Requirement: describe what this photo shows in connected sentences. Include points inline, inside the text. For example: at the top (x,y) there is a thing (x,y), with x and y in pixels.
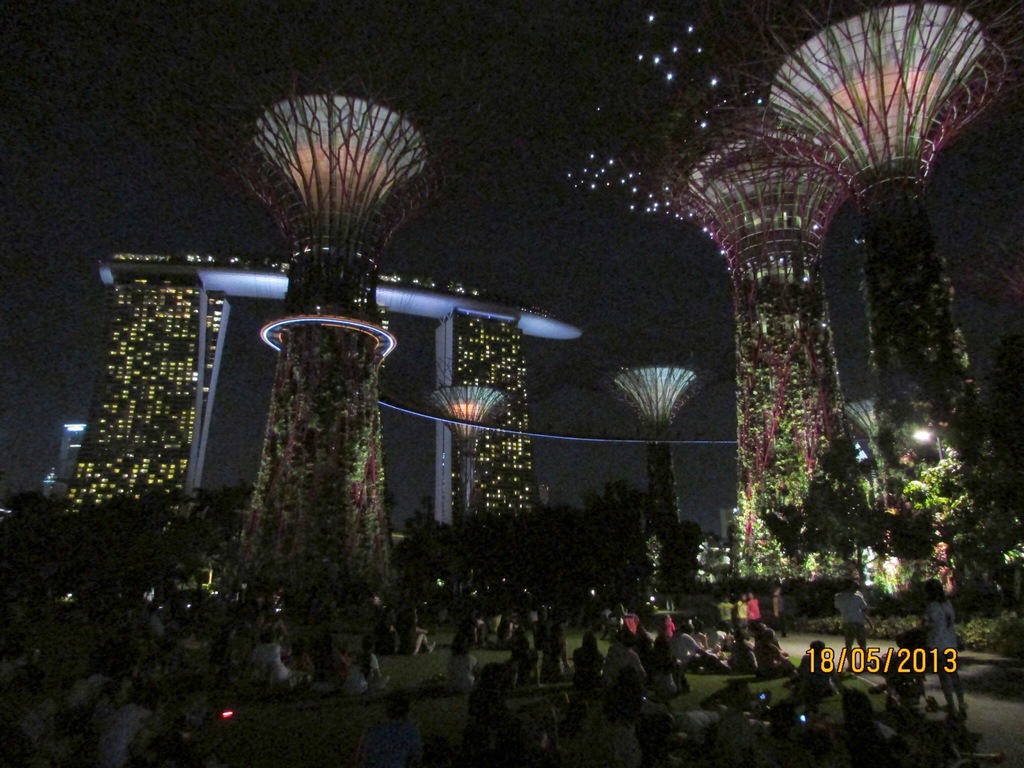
In this picture I can see group of people (386,613) sitting on the grass (309,748), there are group of people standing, there are lights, trees (895,615), there are buildings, in front of the buildings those are looking like towers (779,372), and there is dark background (674,264) and there is a watermark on the image.
